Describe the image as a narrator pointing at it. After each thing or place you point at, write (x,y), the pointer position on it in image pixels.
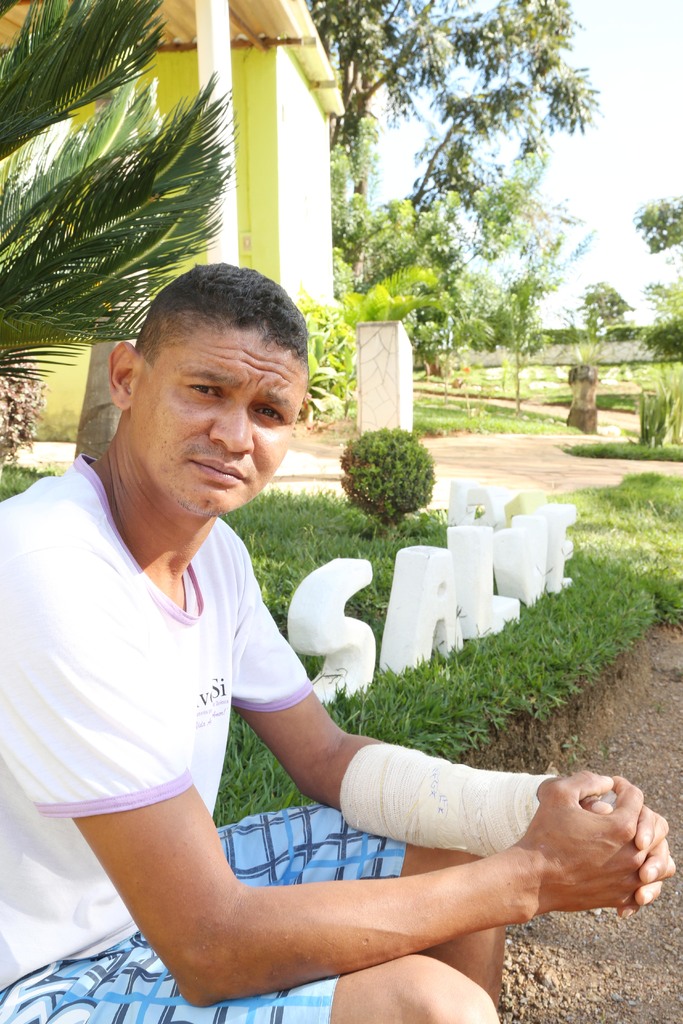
In this image there is a person (259,653) with a bandage (479,792) on one of his hands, a name (468,590) made of stones (393,649) on the grass (392,691), stone pillars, trees (132,28), garden plants (114,142), a building (178,36) and the sky (638,67).
